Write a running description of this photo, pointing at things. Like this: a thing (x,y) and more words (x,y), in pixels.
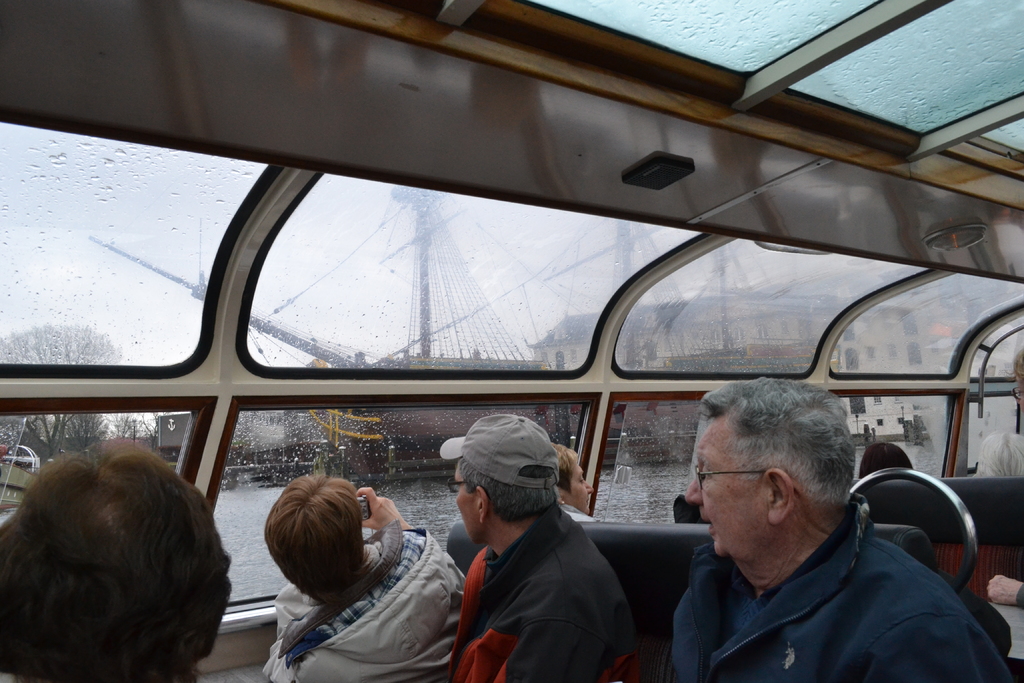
In this picture I can see group of people (512,499) sitting on the seats (985,584) in a vehicle (684,532), there is a ship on the water (411,487), there is a building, there are trees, and in the background (279,262) there is the sky (399,344).
